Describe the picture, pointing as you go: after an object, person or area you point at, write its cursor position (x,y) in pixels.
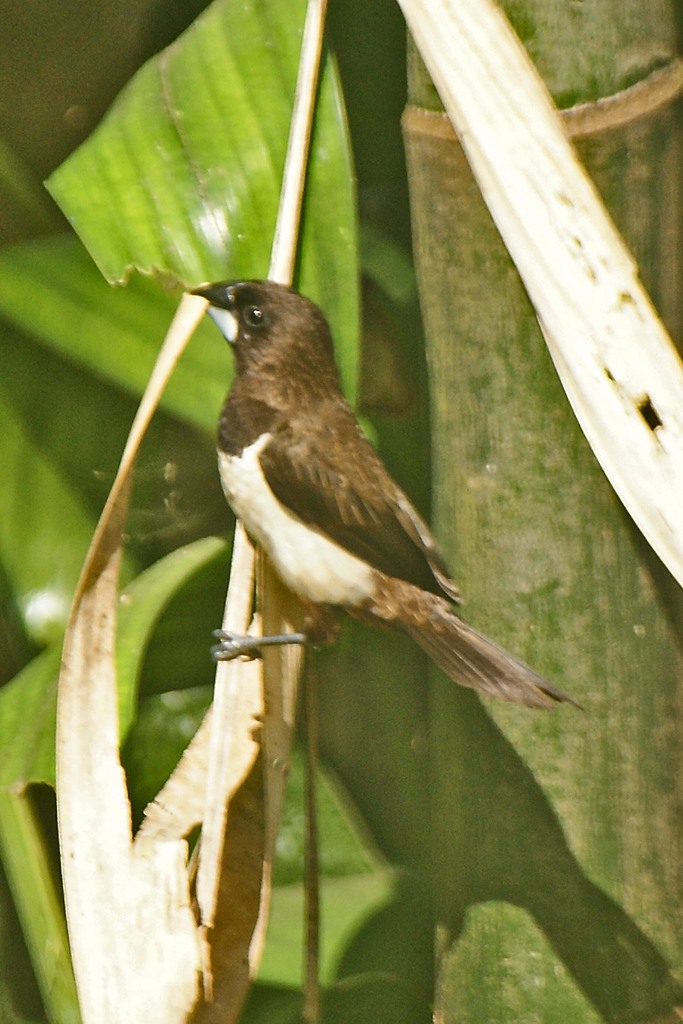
In the center of the image (298,429) we can see a bird (255,415) on the stem (230,771). In the background (656,57) there is a tree (556,436).
